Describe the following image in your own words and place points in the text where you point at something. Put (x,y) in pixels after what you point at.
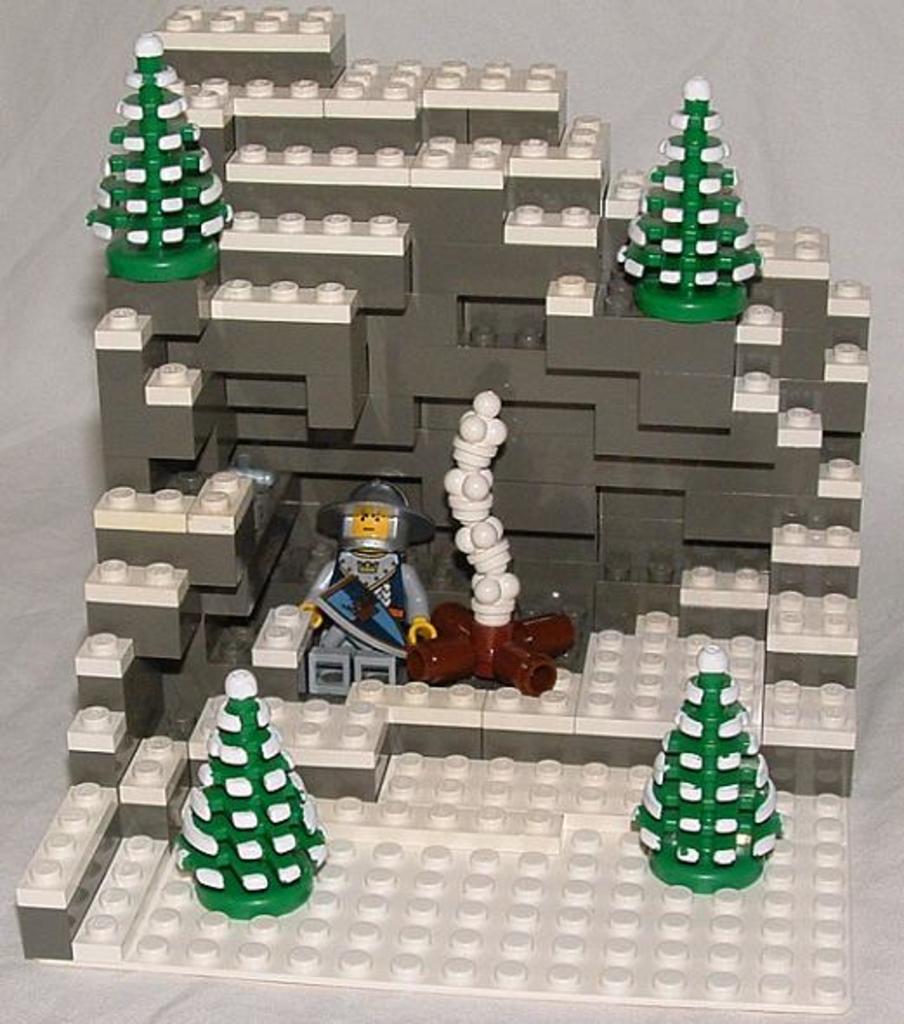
In this image we can see a building (304,563) made with lego blocks (368,712).
